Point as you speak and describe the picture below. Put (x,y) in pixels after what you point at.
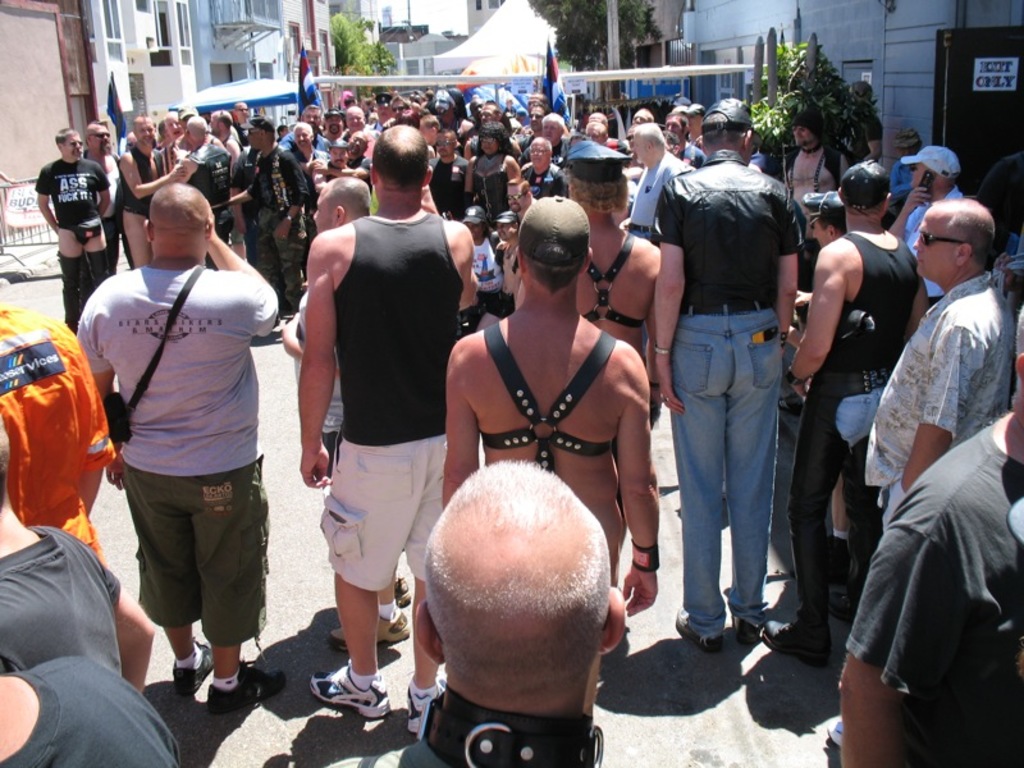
In the center of the image (582,366) we can see a group of people (406,227) are standing. In the background of the image (899,43) we can see buildings (411,43), tents (242,101), flags (314,85), wall (192,57), windows (153,53), trees (588,30), poles (612,42), board (999,64), door (939,68). At the bottom of the image (692,687) there is a road (697,684). At the top of the image (447,3) there is a sky (439,14).
